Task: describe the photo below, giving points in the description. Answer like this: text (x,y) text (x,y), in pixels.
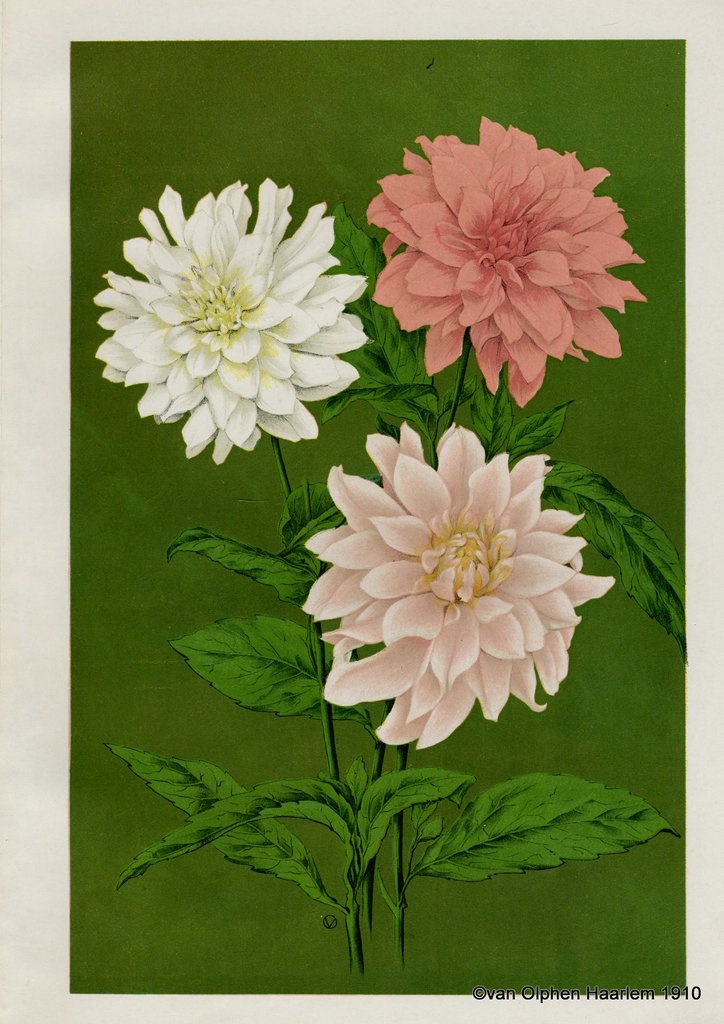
In this picture I can see a painting (393,552) of a plant (361,541) with flowers (396,541), and there is a watermark (675,997) on the image.
